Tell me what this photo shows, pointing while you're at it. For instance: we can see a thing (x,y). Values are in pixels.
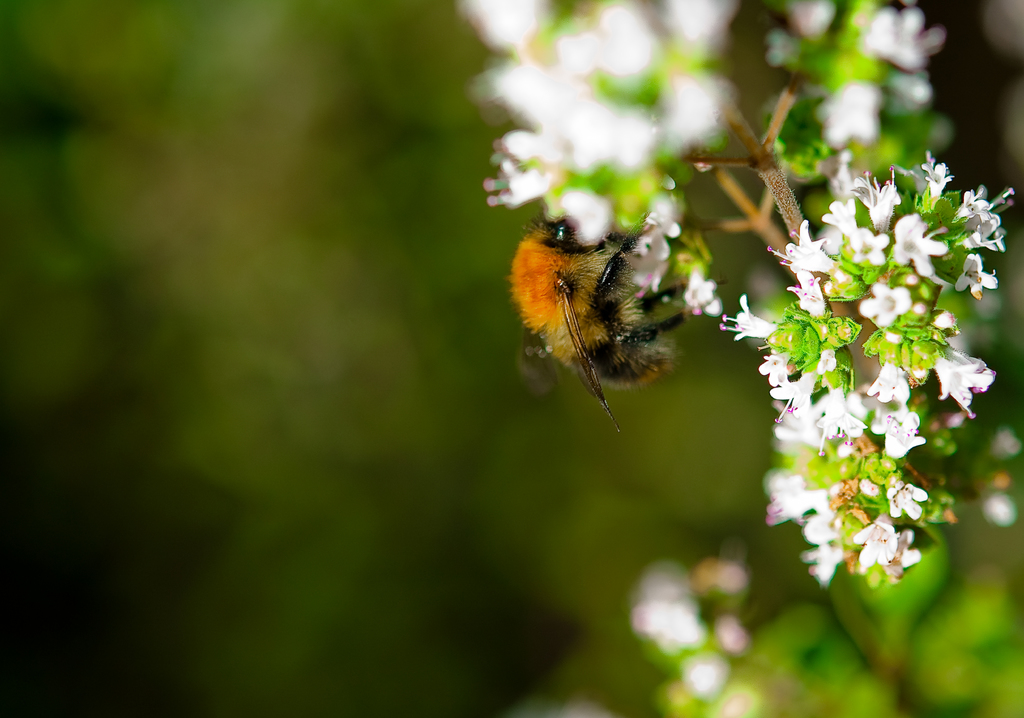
Here we can see an insect (673,352), stem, and flowers (834,335). There is a blur background (367,30).
